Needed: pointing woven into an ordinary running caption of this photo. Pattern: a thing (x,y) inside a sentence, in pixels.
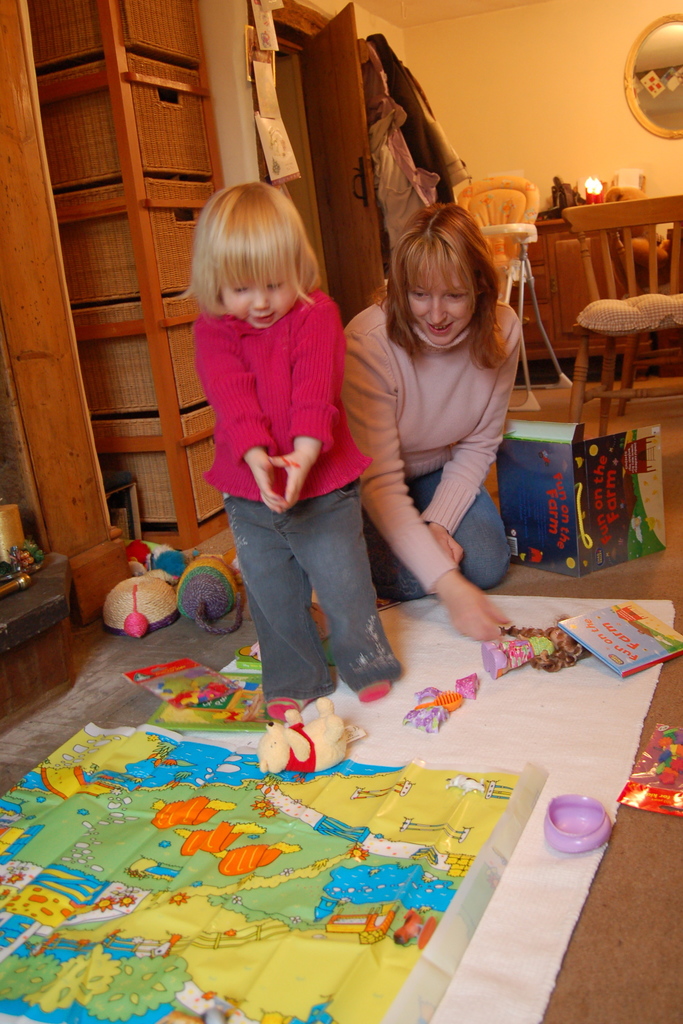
In this picture there are two persons (329,525), one child (311,420) and a woman (438,573). On the floor (105,695) there are toys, map (274,826) and some books (589,568). In the background (325,176) there is a door (319,135). Towards the right corner (594,270) there is a chair (597,211), to the wall (602,38) there is a mirror (677,97).
